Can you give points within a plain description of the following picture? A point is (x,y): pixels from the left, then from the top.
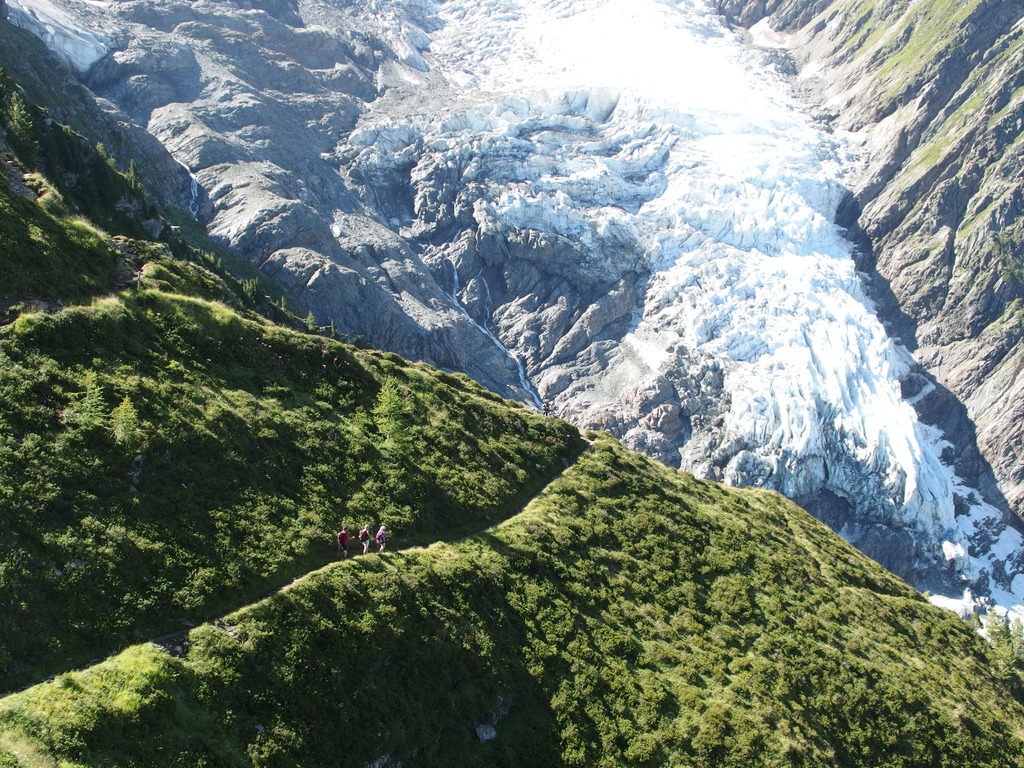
In this picture we can see three persons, grass (160,745), and plants (519,650). There are rocks (994,360).
